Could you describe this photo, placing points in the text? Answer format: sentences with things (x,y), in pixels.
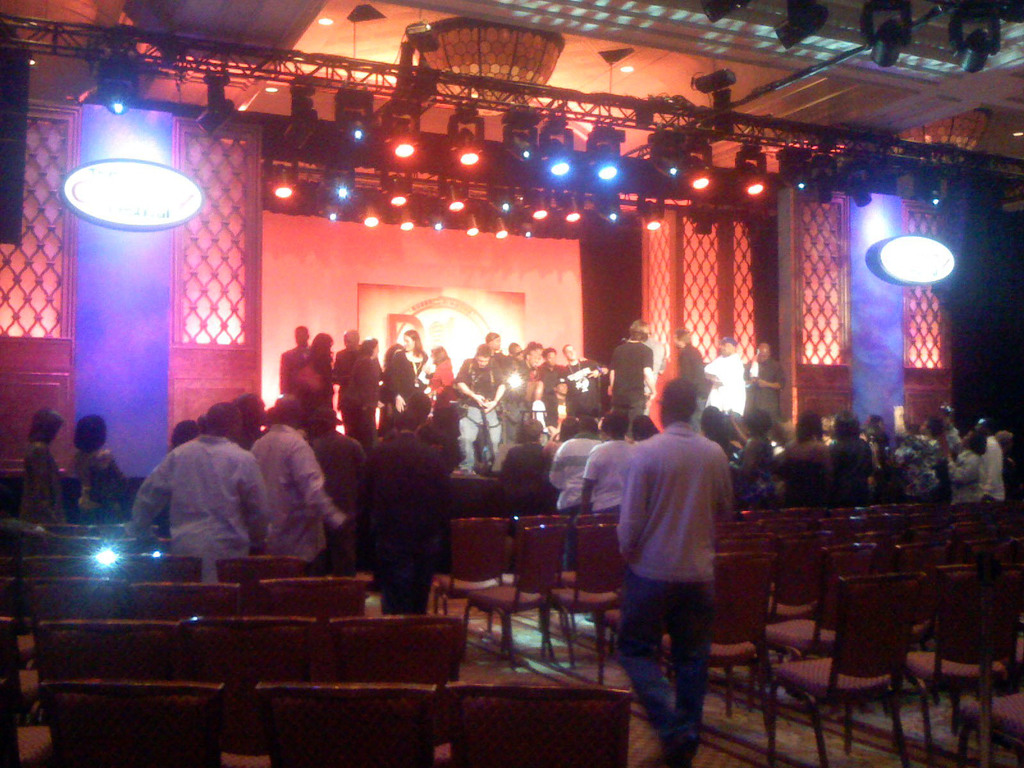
In this picture we can see a group of people (312,549), here we can see chairs (525,581) on the ground (710,688) and in the background (668,372) we can see lights (805,188) and some objects (697,281).
